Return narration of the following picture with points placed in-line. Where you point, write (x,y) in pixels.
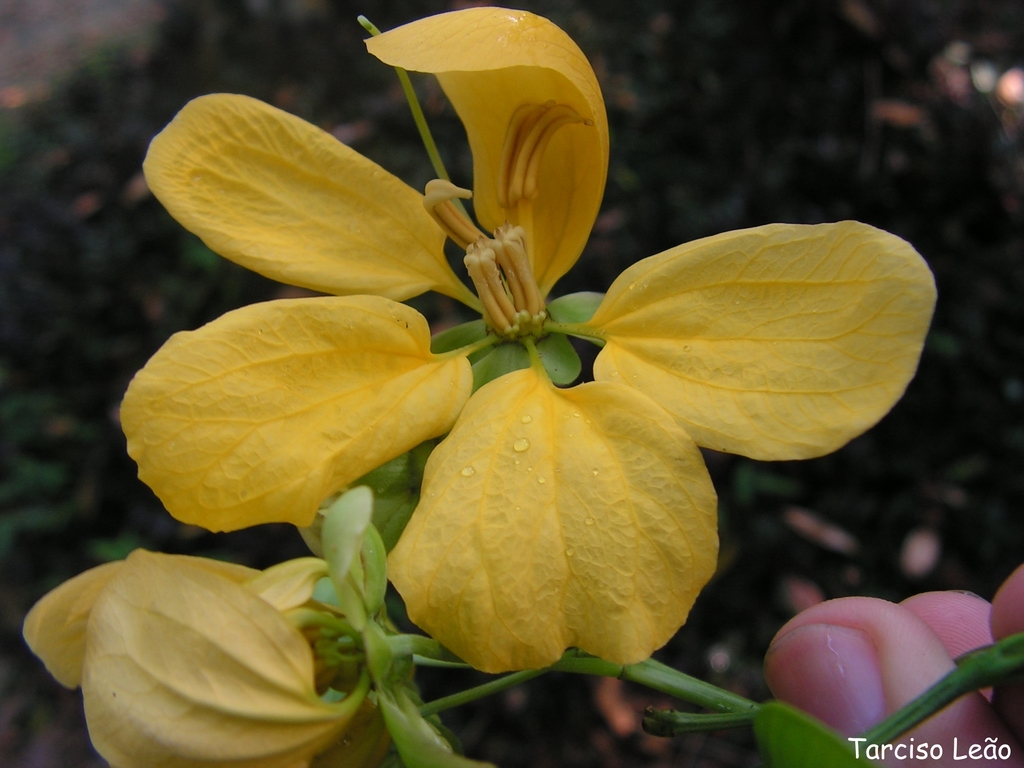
In this image I can see a person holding a yellow flower (456,443). The background (804,86) is blurred.
